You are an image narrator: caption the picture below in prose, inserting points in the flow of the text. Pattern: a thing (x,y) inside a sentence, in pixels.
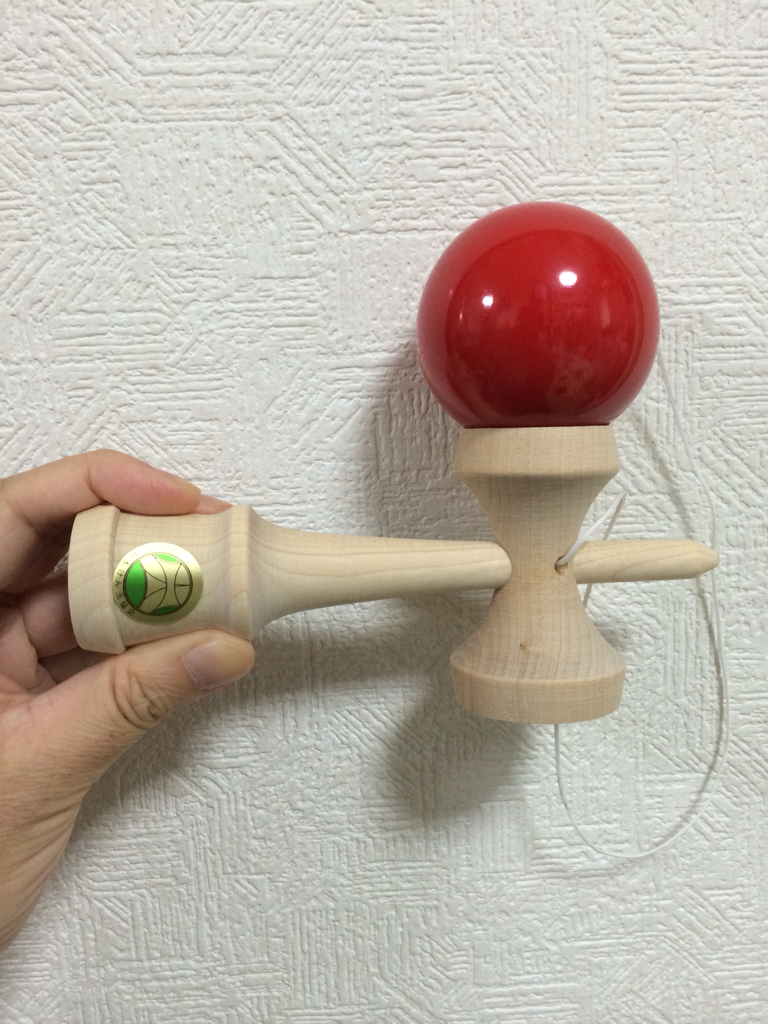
On the left side (92,670) we can see a person's hand (85,742) is holding an object (218,619) which looks like a hammer (332,590) and there is a red color ball (643,312) on it. In the background (376,437) we can see designs (371,447) on the wall (381,907).
